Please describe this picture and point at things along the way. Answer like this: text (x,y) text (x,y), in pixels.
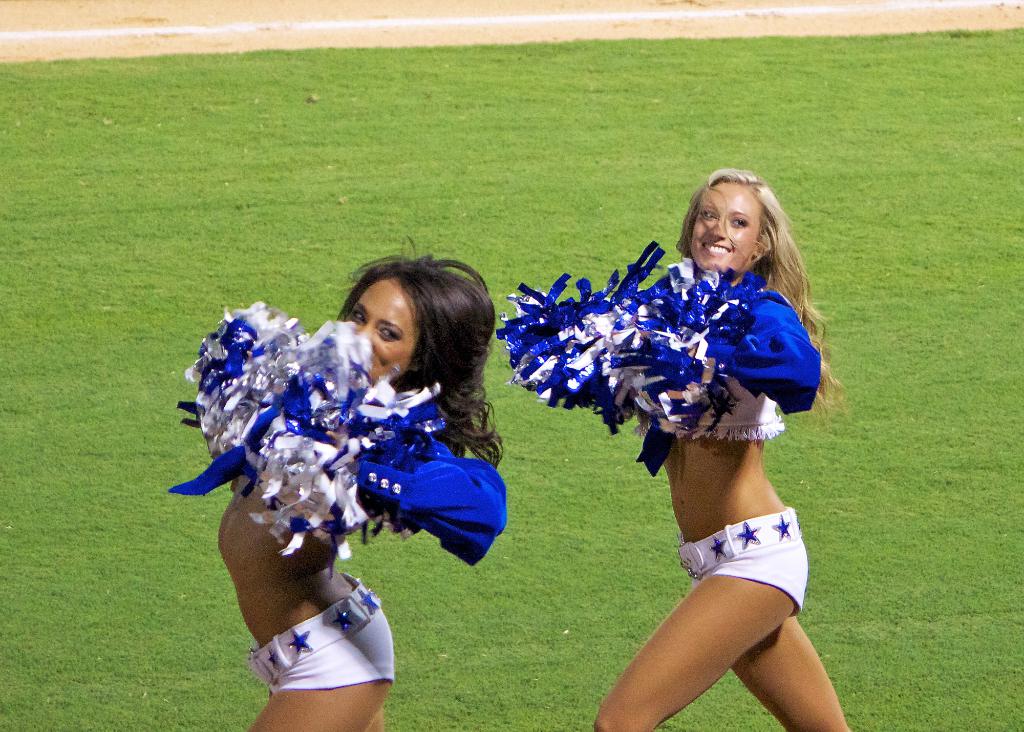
In this picture we can see two girls (679,528), they are holding pom poms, they are smiling and in the background (614,658) we can see grass (964,180) on the ground (827,129).
